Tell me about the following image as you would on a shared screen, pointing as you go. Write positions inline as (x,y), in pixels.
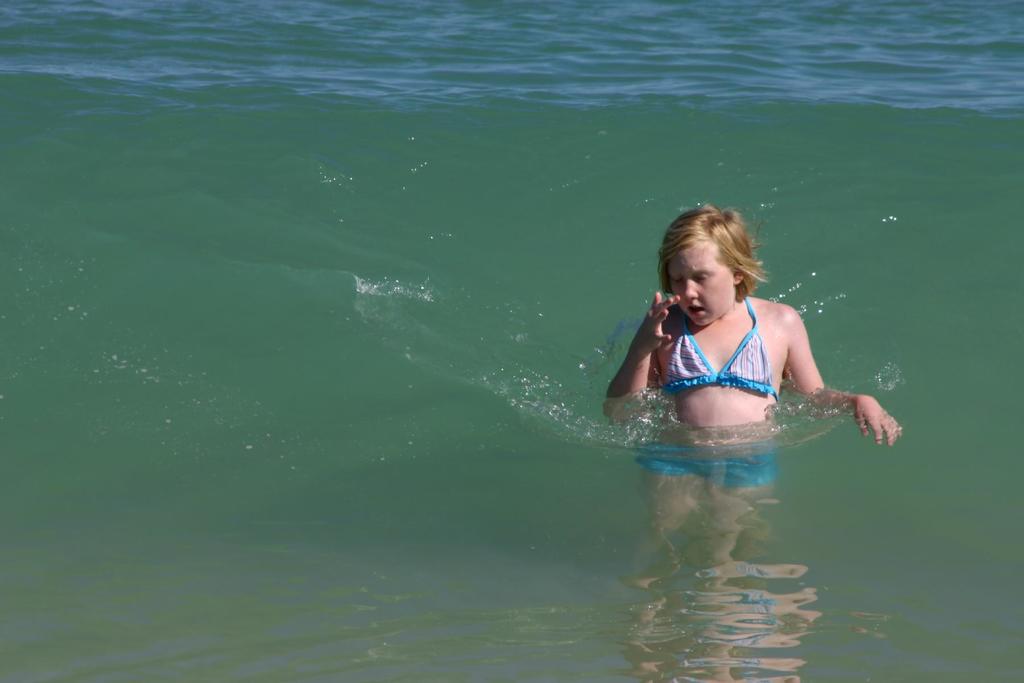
This image is taken outdoors. In this image there is a sea (331,167) with water (610,108). In the middle of the image (651,365) there is a girl (680,340) in the water (742,436).
